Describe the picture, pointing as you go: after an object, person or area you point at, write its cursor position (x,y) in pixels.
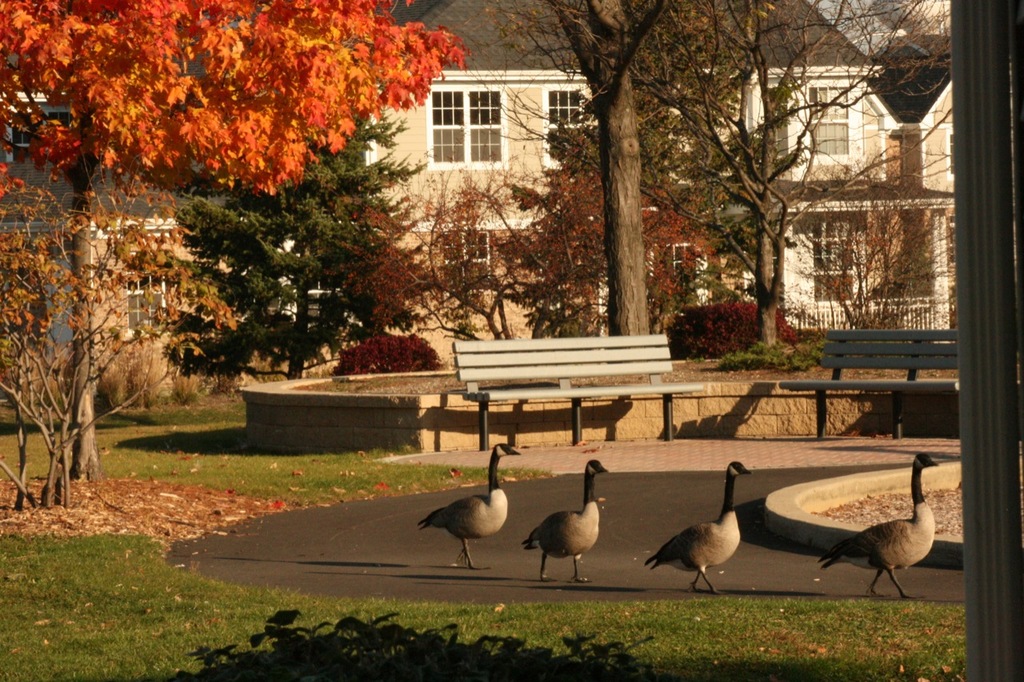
The picture is clicked on a road (558,497) where there are four geese (557,530) walking on the road (754,550). In the background (424,267) there are benches (553,358), trees (425,286) and there is a orange color leaf tree (146,92). There are also buildings (375,156) in the background (449,136) with glass windows (835,140).
